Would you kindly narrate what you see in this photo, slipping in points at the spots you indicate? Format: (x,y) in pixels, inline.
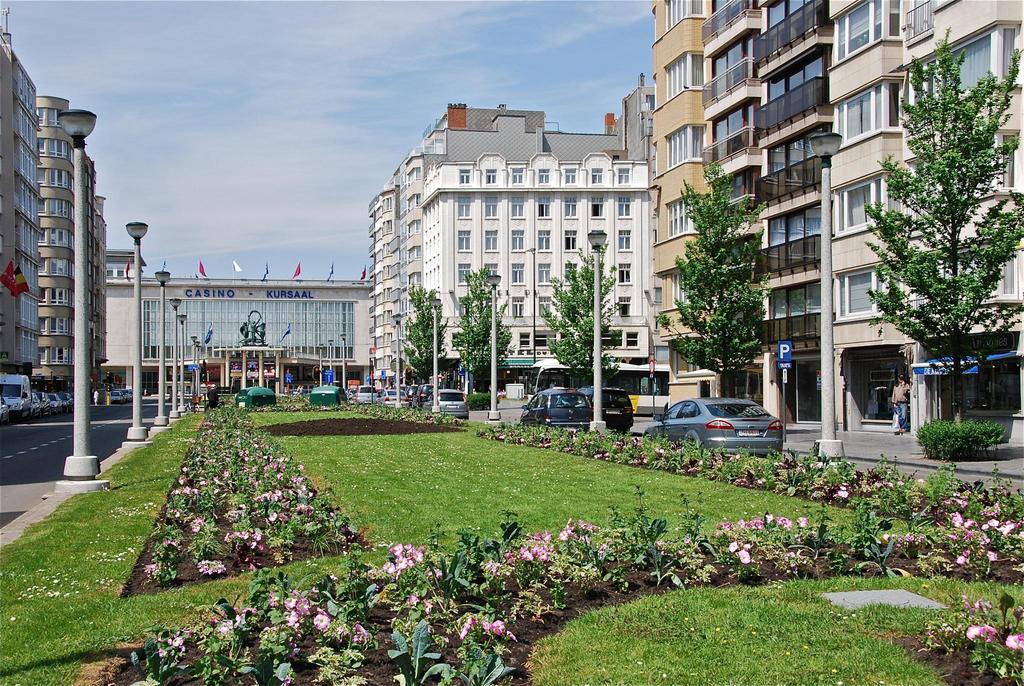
There is a garden (226,443) having plants (258,561), which are having flowers (956,518) and grass (478,463) on the ground (454,430). On both sides of this garden (285,416), there are lights (84,133) attached to the poles (135,345) and there are roads (20,446) on which, there are vehicles (541,412). In the background (17,244), there are buildings (221,293), which are having glass windows (405,258), there are clouds (281,103) in the blue sky (492,89).
